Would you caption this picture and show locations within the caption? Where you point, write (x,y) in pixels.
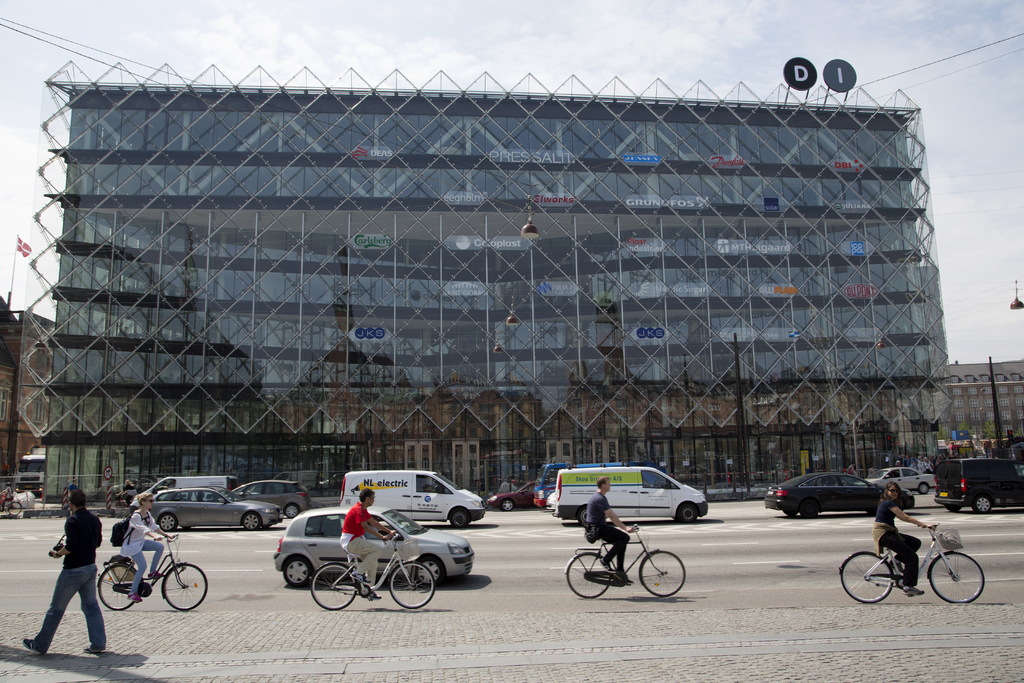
In this image there are group of people (374,565) who are riding bicycles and driving cars (397,504) at the left side of the image (71,546) there is a person (93,594) walking on the pavement (174,643) and at the background of the image (355,347) there is a building (535,286).
